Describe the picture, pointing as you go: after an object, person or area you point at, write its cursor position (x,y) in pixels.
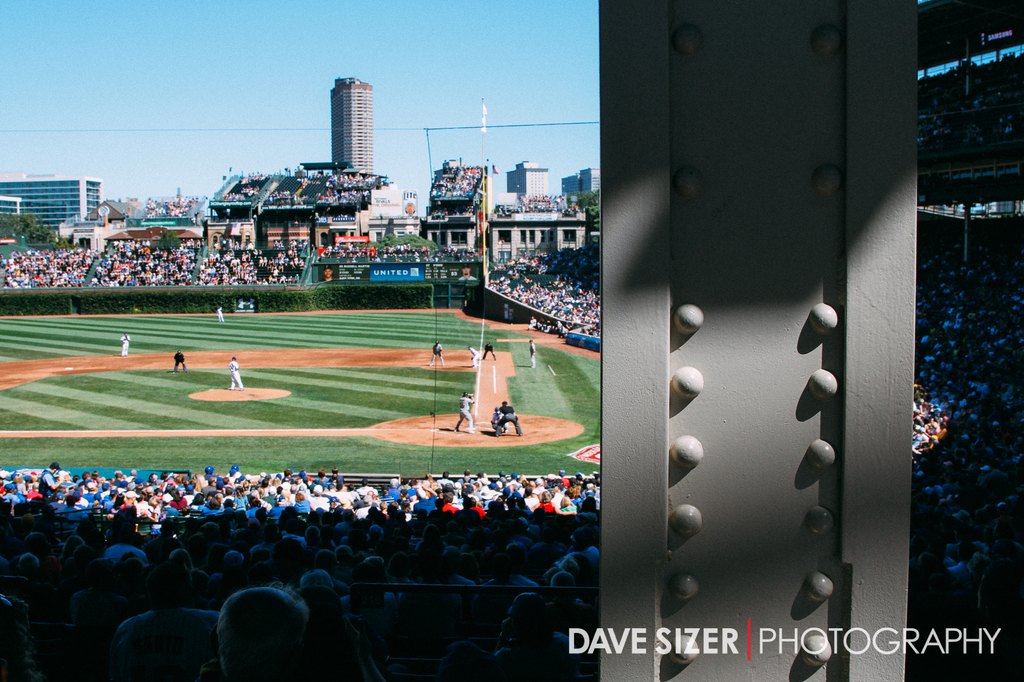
In this image there is a baseball ground (369,407) players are playing in the ground (432,408) and audience (162,594) are sitting on chairs (210,264), in the bottom right (904,643) there is text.
